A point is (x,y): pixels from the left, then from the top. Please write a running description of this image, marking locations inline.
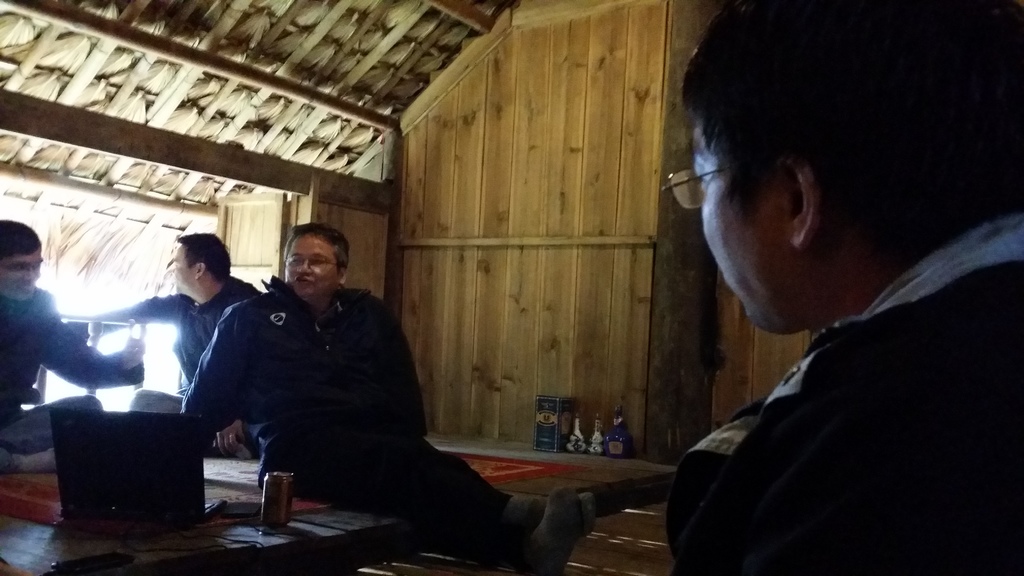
In this image few persons (327,351) are sitting on the floor (653,559). Behind them there is a fence (568,243). There is a laptop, coke can (280,524) and few bottles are on the floor (535,462). They are under a wooden roof (365,153). Person (984,437) at the right side of image (836,211) is wearing spectacles (674,181).
